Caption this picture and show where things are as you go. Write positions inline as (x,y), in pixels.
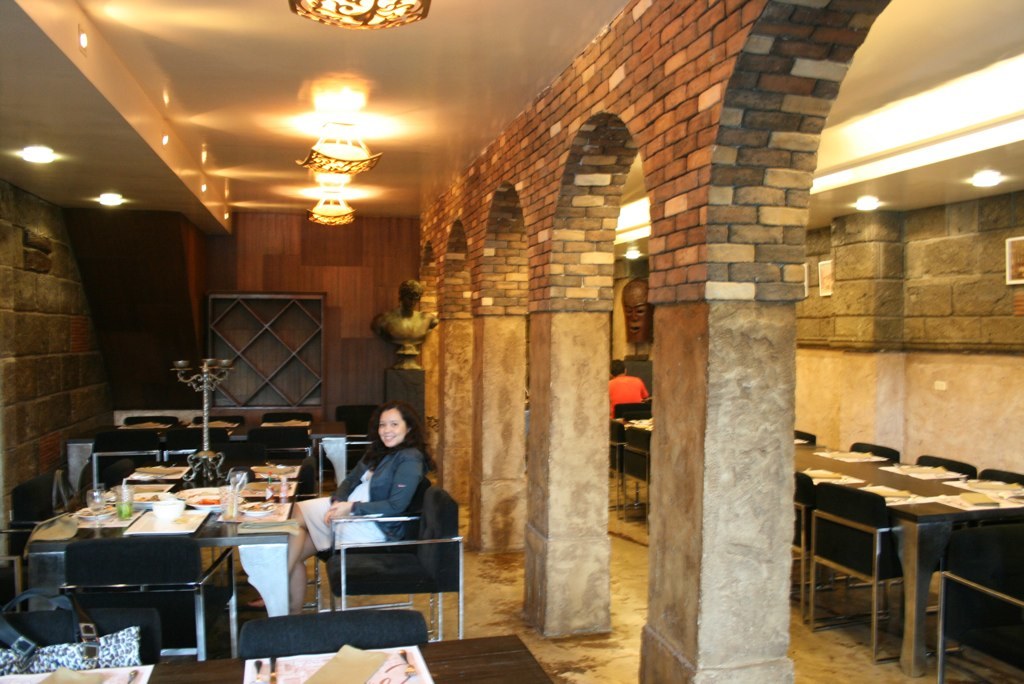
This image consist of a woman (374,524). It looks like it is clicked in a restaurant (78,415). To the right (816,489), there are tables (897,539) and chairs (957,557). In the middle (540,372), there are pillars (533,419) and bricks wall (468,212). To the left (119,528), there is a table (255,510) on which food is kept. At the top (301,76), there is a slab (273,142) along with light (318,147).
